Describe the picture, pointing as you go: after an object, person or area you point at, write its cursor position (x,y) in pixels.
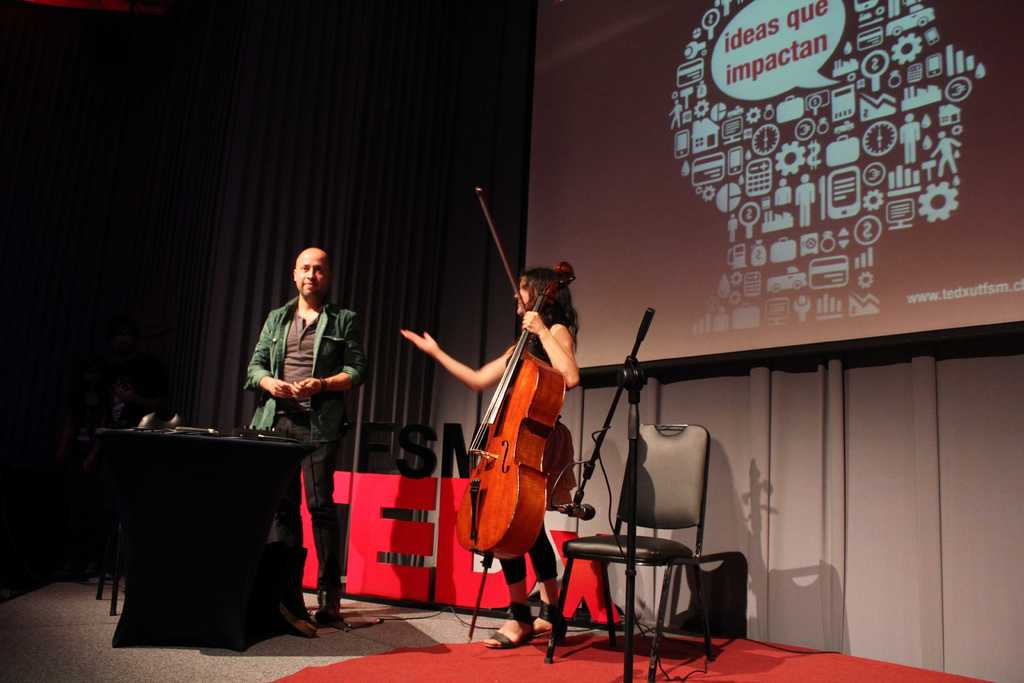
In this picture we can see man (267,396) standing and smiling and beside to his woman (552,567) holding cello (533,362) with her hand (531,322) and in front of them on table (134,462) we have cloth (273,485) beside to the chair (677,439), mic (580,496) and in background (670,293) we can see screen (619,140), curtains (260,220).
